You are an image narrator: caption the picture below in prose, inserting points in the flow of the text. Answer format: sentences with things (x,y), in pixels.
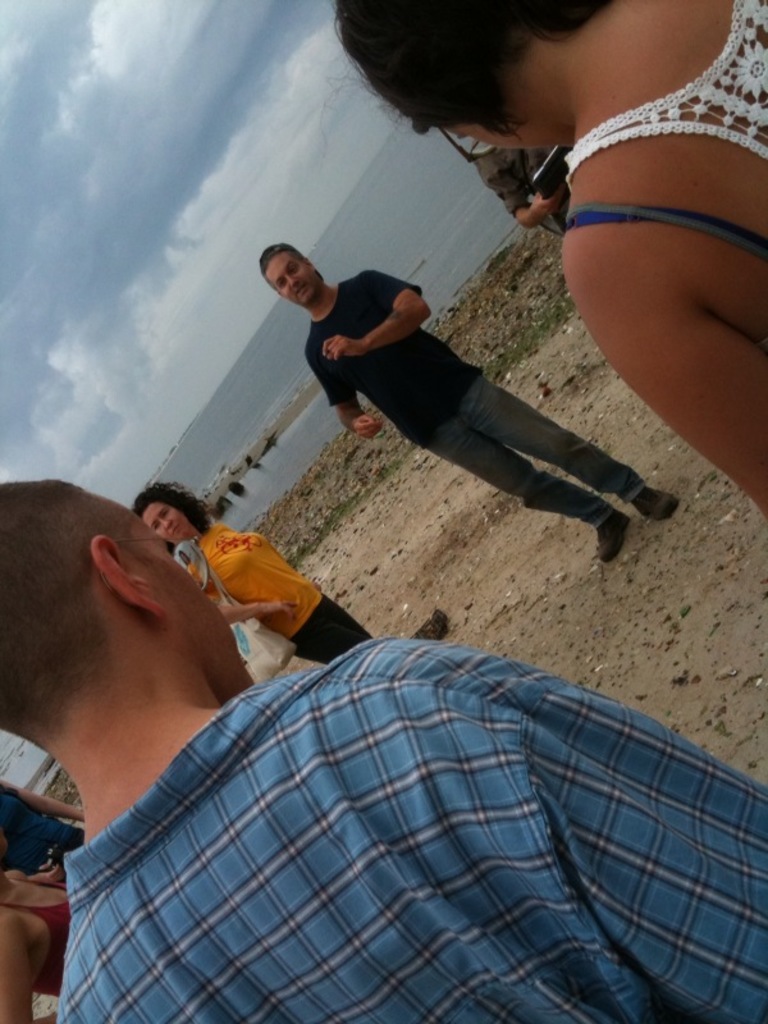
In this image we can see there are a few people (243,606) standing. In the background (270,412) there is a river (237,396) and a sky (104,296).
